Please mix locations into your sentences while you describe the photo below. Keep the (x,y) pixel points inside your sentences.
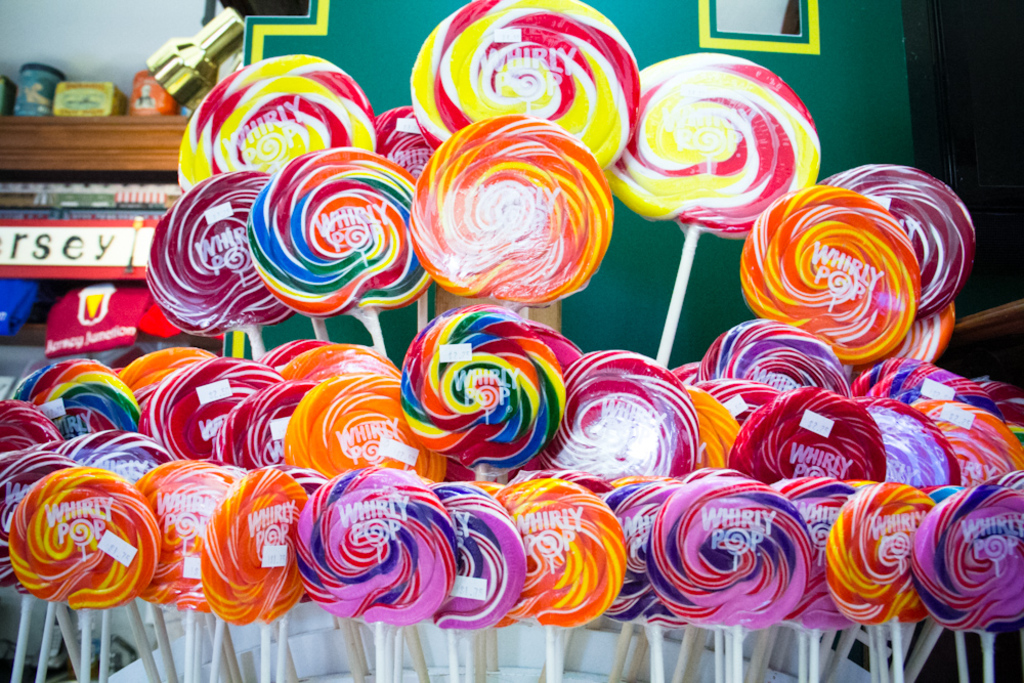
In the image I can see some candies (129,402) and to the side there is a shelf (152,179) in which some things (104,231) are placed.
